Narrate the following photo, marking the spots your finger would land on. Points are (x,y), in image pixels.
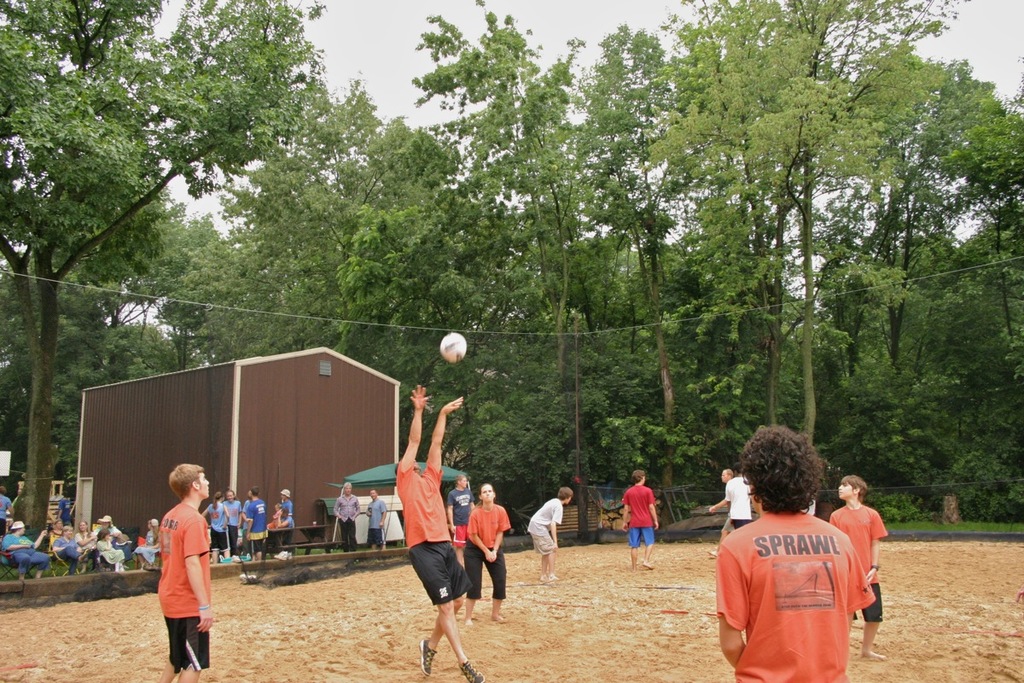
In the image we can see there are people (493,538) standing on the ground (381,602) and there is a ball (445,355) in the air (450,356). There is a building (270,446) and there are other people (22,539) sitting on the chair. Behind there are trees (557,491) and there is a cloudy sky (369,64).
